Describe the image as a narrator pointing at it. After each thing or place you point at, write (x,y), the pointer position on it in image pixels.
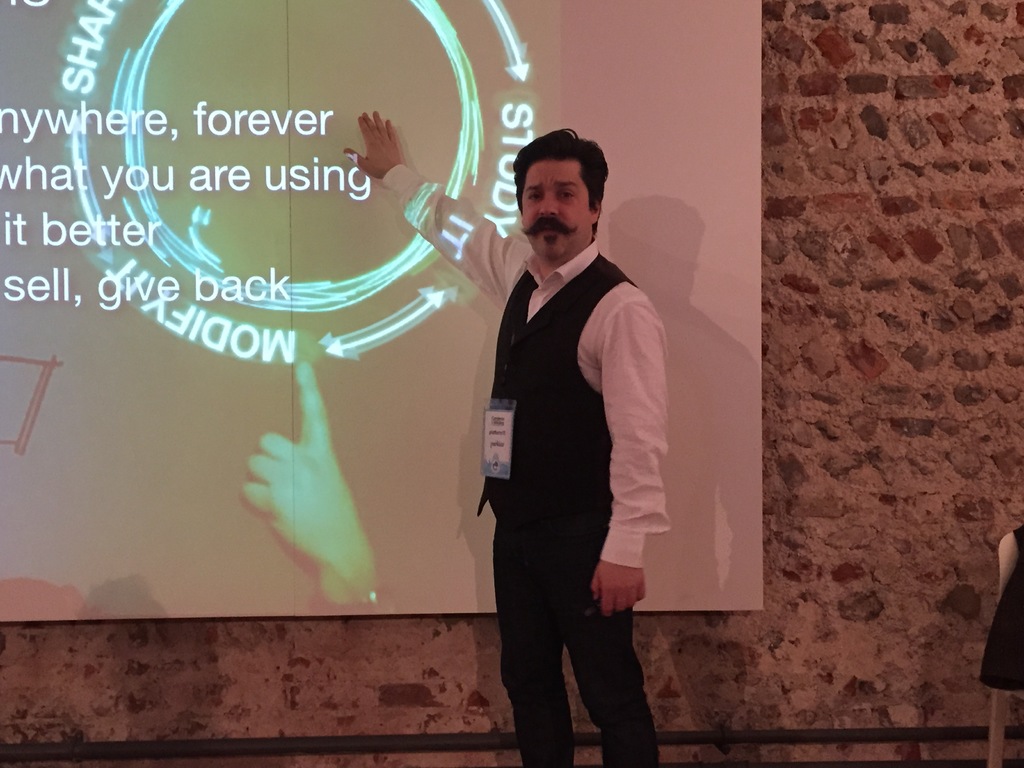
In this picture we can see a person (594,663), he is wearing an id card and in the background (702,678) we can see a wall (863,618), screen (727,287) and some objects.
